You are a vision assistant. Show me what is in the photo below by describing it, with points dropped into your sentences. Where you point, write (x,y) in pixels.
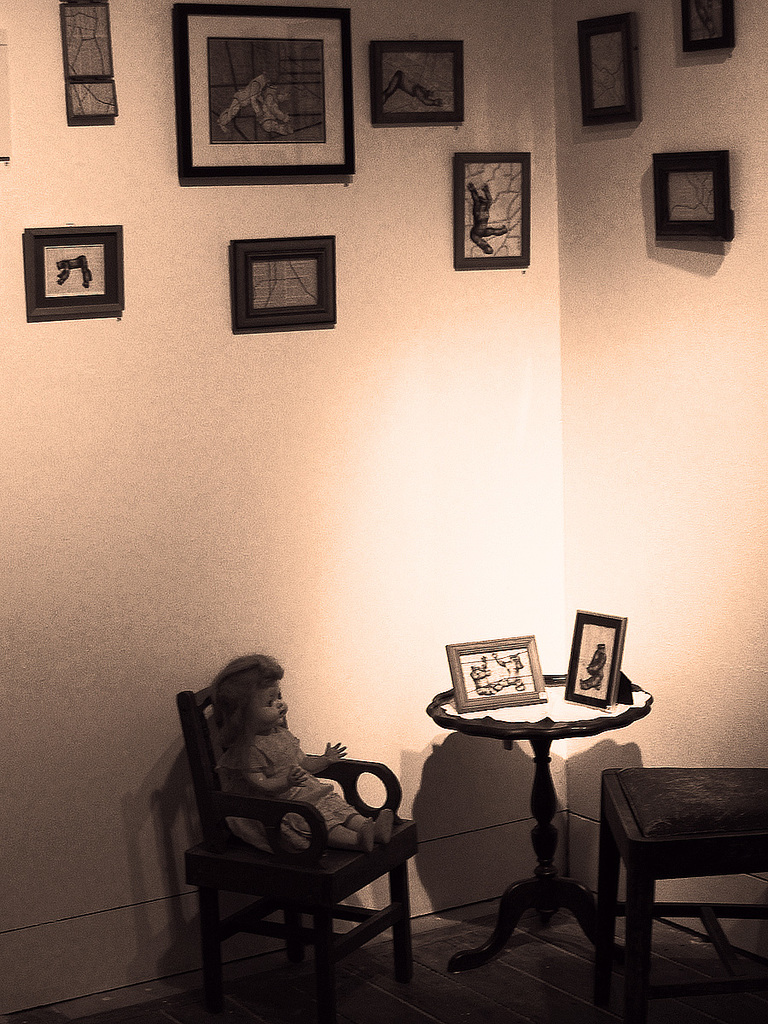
In this picture we can see two chairs (600,877) and a table (590,733) in the front (714,861), there is a doll (330,803) on the chair (369,877), in the background (492,536) there is a wall (558,408), we can see some photo frames (446,95) on the wall (175,220), there are two photo frames (526,668) on this table (546,678).
